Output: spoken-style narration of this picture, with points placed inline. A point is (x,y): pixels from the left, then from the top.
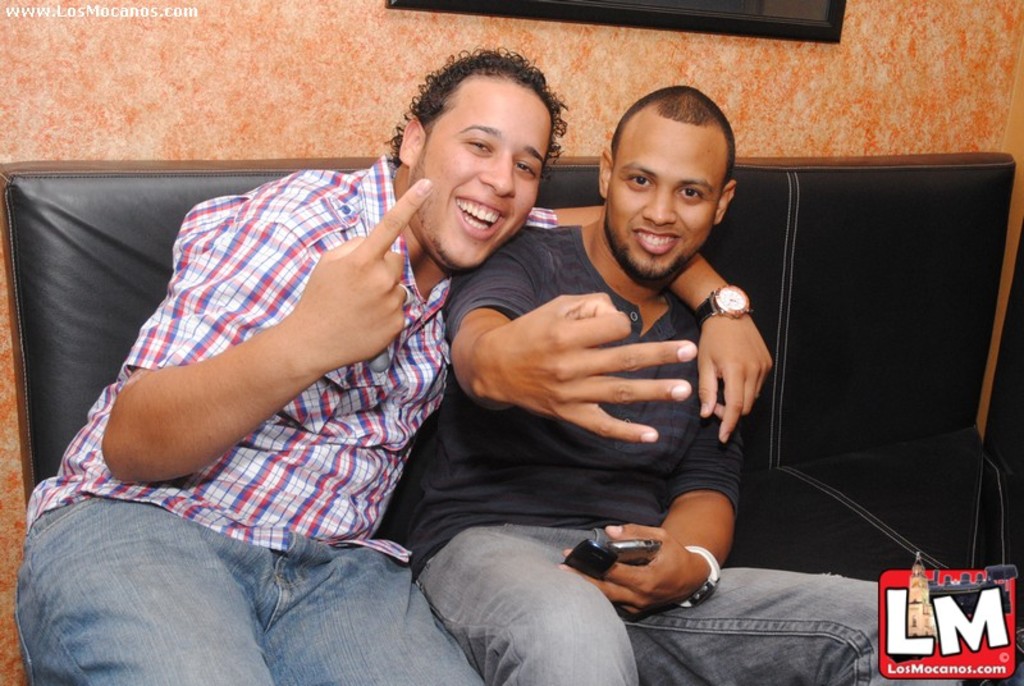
In the picture I can see two persons (414,432) are sitting in a couch (858,217), among them one person (639,566) is holding mobile (608,554).
